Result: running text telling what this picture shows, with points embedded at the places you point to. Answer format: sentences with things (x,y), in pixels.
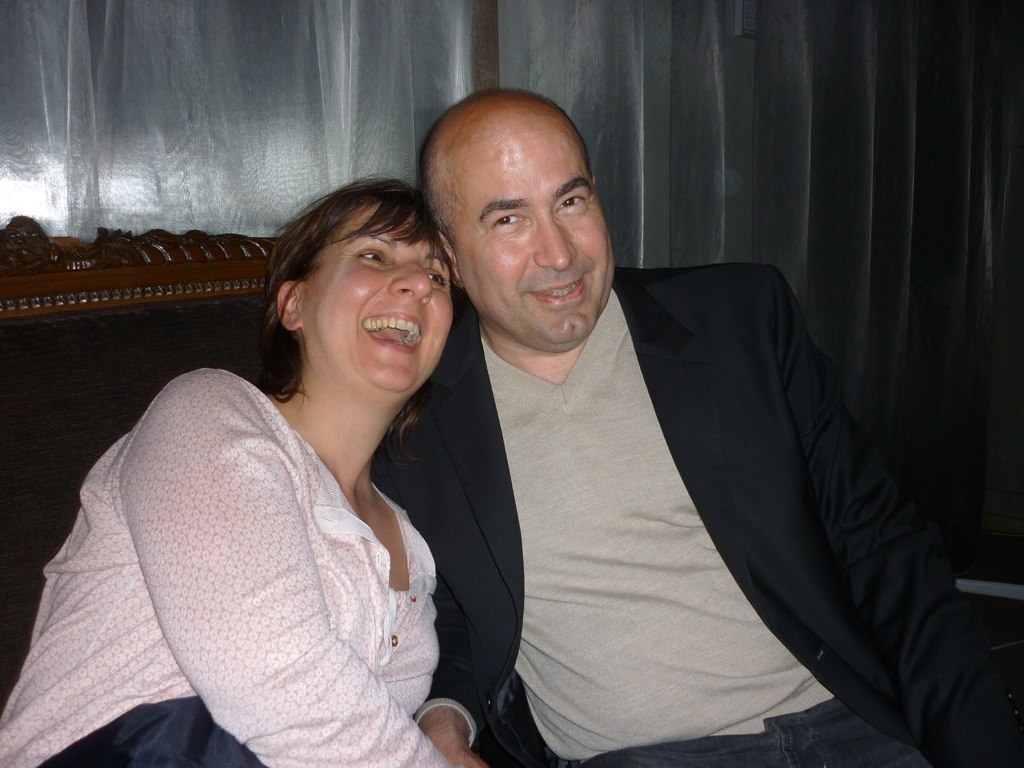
In the picture we can see a man (581,399) and a woman (217,408) sitting in the chair (58,320) and man (813,603) is smiling and the woman (201,411) is laughing and behind the chair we can see a curtain (96,196) which is white in color.
